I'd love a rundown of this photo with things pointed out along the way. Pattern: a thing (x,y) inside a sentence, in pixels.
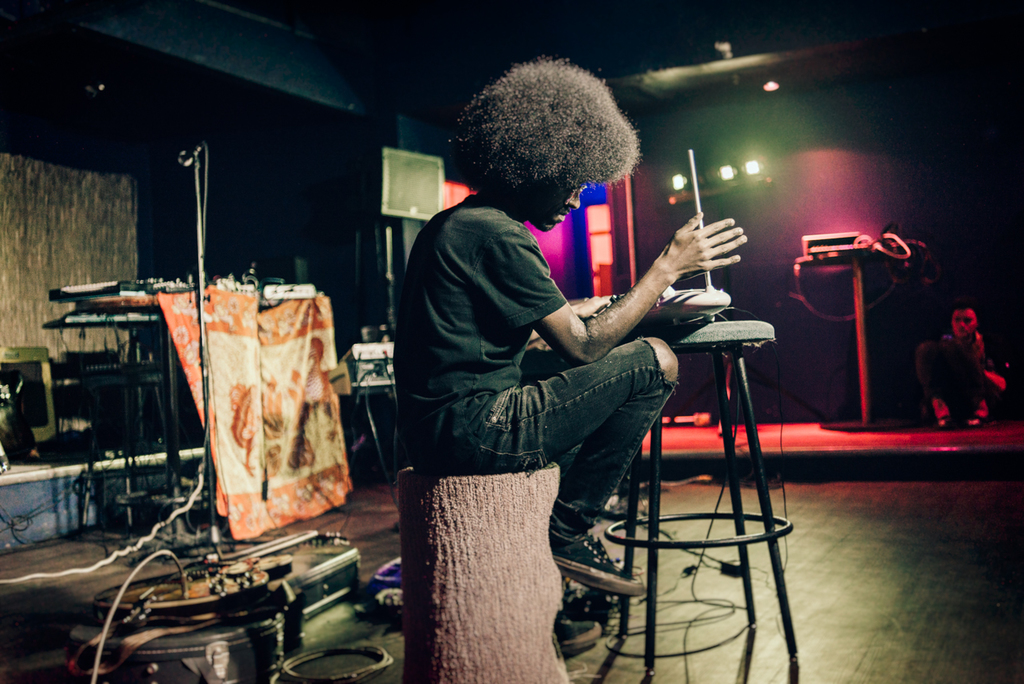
In this image I can see a person (470,296) wearing black color dress (526,398) is sitting and holding an object (707,301) in his hand (692,260). I can see a stool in front of him and few equipments (339,537) on the floor (224,542). In the background (952,365) I can see a microphone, few musical instruments (365,357), a person (958,381), few lights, few wires (146,539) and the ceiling (376,16).
